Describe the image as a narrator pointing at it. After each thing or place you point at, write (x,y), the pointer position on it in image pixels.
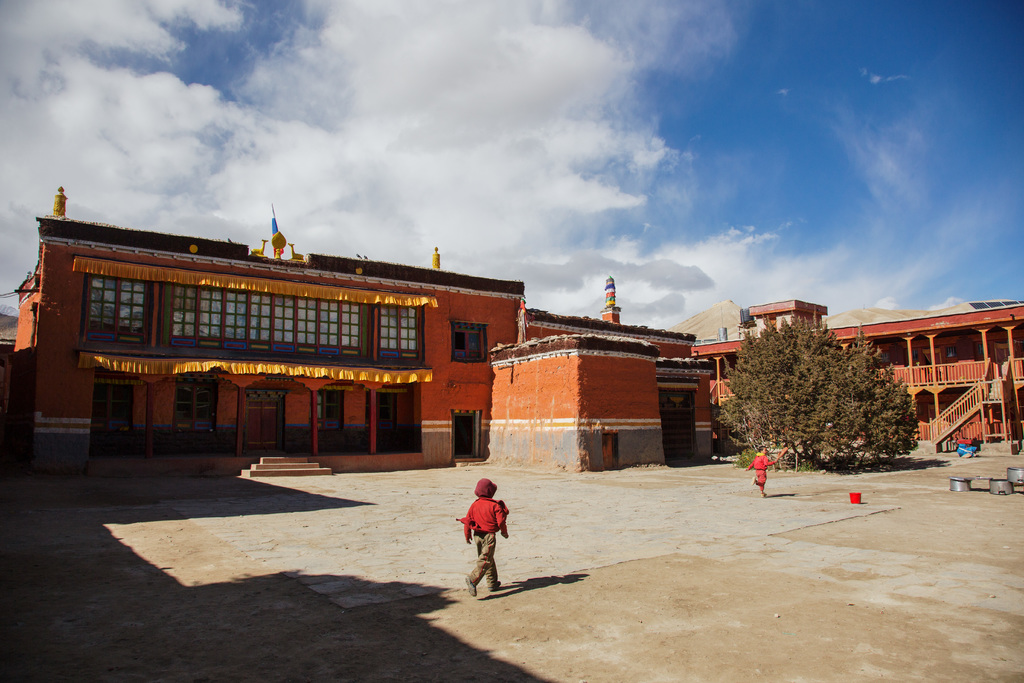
In this picture there is a boy (475,492) who is wearing cap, t-shirt (471,510), jeans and shoe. He is standing on the ground (411,608). In the background (571,330) we can see the buildings (349,285). On the right (790,339) we can see the trees (867,415) near to the stairs (931,438). Beside that there is a girl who is running. At the top (641,189) we can see sky (650,61) and clouds (425,34). At the top of the building (228,267) there is a flag (276,223).
